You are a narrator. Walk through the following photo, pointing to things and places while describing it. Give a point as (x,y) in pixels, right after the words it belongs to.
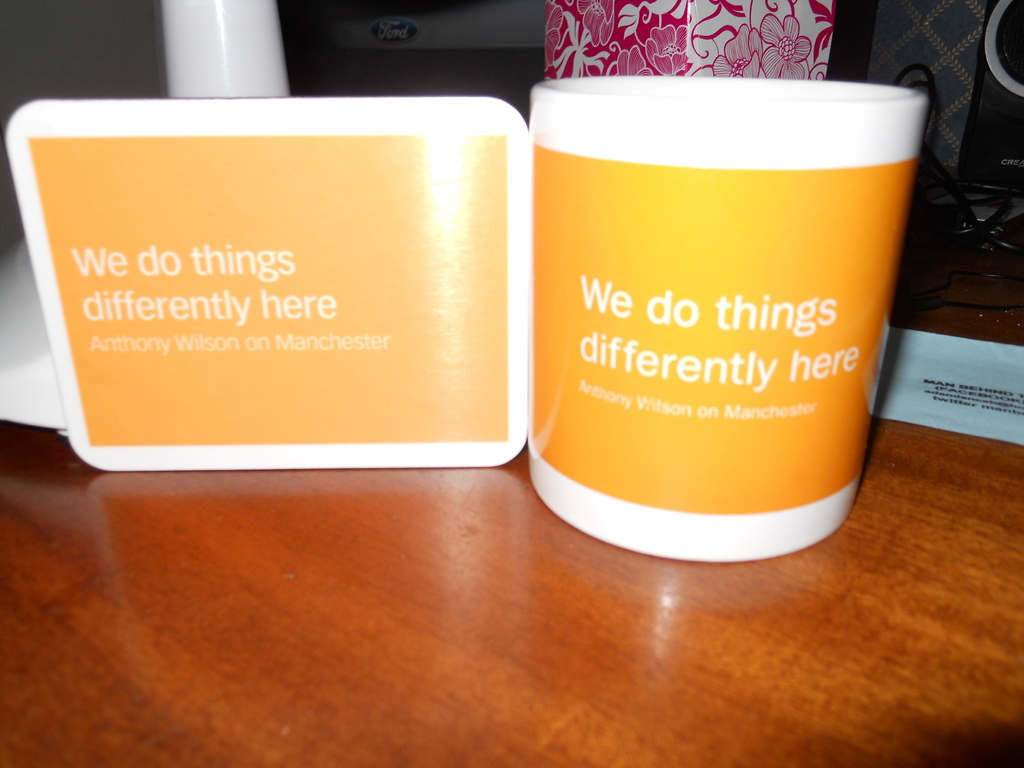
In the picture there is a cup (603,207) on which it is written as " we do things differently here" there is also a white color board (455,178) same thing written on them both of them are placed on a wooden table (834,612) in the background (1004,163) there is a speaker (1000,24) and a ford symbol (379,38).
